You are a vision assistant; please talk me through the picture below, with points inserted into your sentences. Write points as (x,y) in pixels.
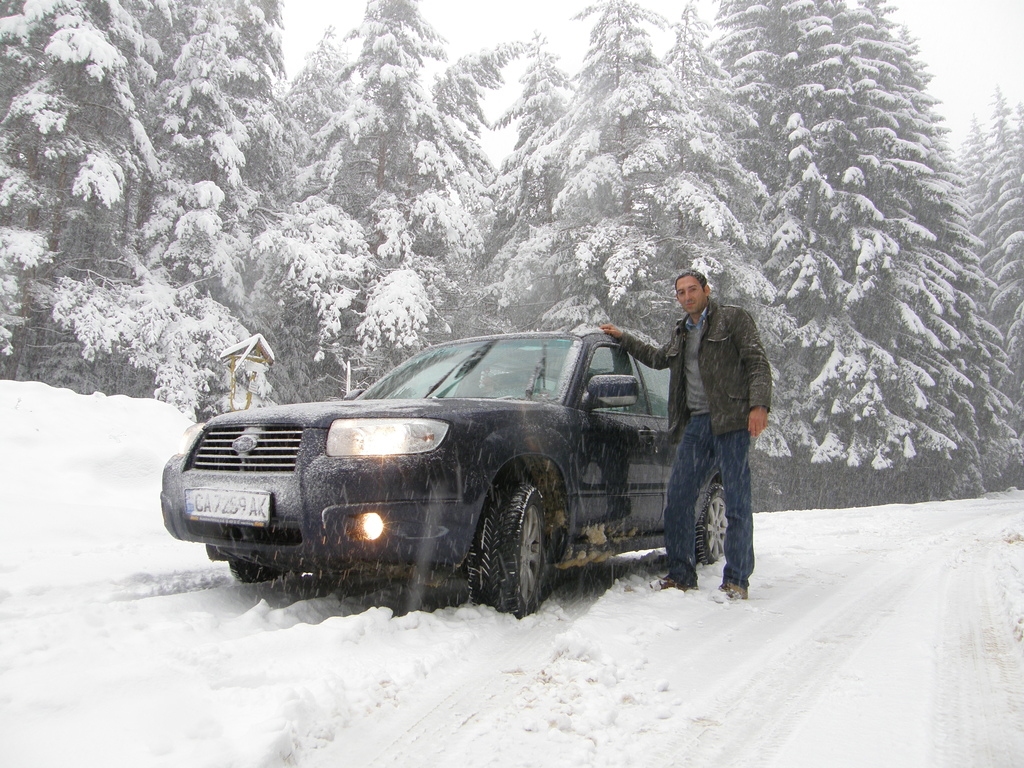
In this image we can see a vehicle (459,441), a person (730,359) and other objects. In the background of the image (377,161) there are some trees (444,191) covered with snow (452,228) and the sky (436,11). At the bottom of the image (542,679) there is the snow (347,702).
